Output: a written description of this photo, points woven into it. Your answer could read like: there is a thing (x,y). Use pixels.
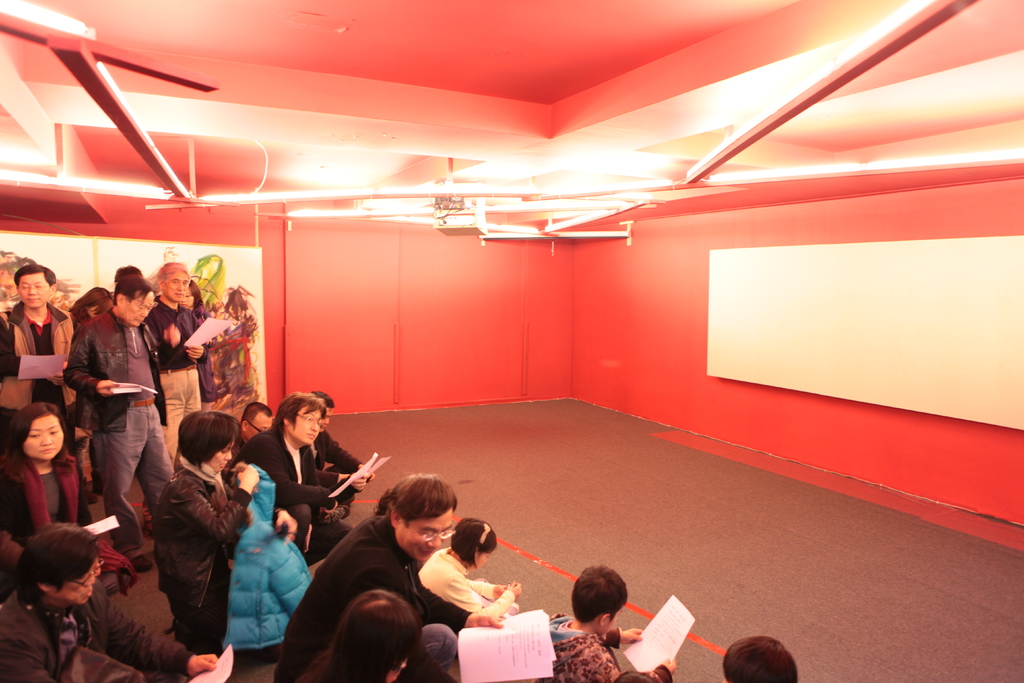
In this image I can see few people (23,469) are holding papers (371,474). I can see few lights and few boards (733,251) are attached to the orange color wall (521,358).
